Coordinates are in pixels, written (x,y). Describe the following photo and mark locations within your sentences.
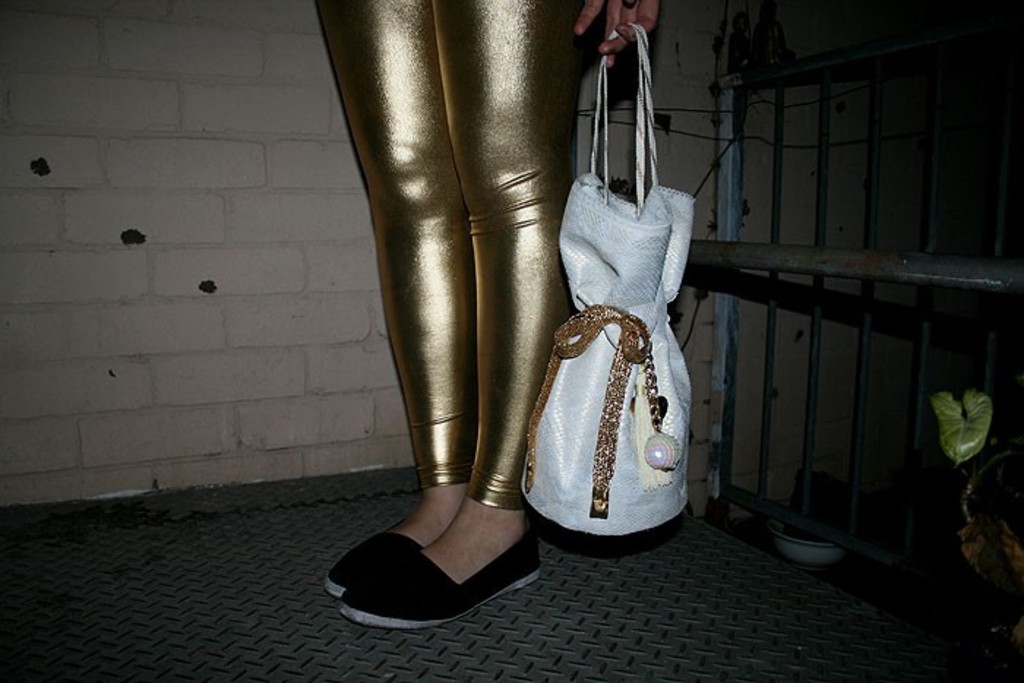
There is one person (482,275) wearing gold color pant (515,285) and holding a white color bag (593,349) in the middle of this image (528,355), and there is a wall (317,253) in the background (331,230). We can see there is a fencing (855,264) on the right side of this image (950,293).
